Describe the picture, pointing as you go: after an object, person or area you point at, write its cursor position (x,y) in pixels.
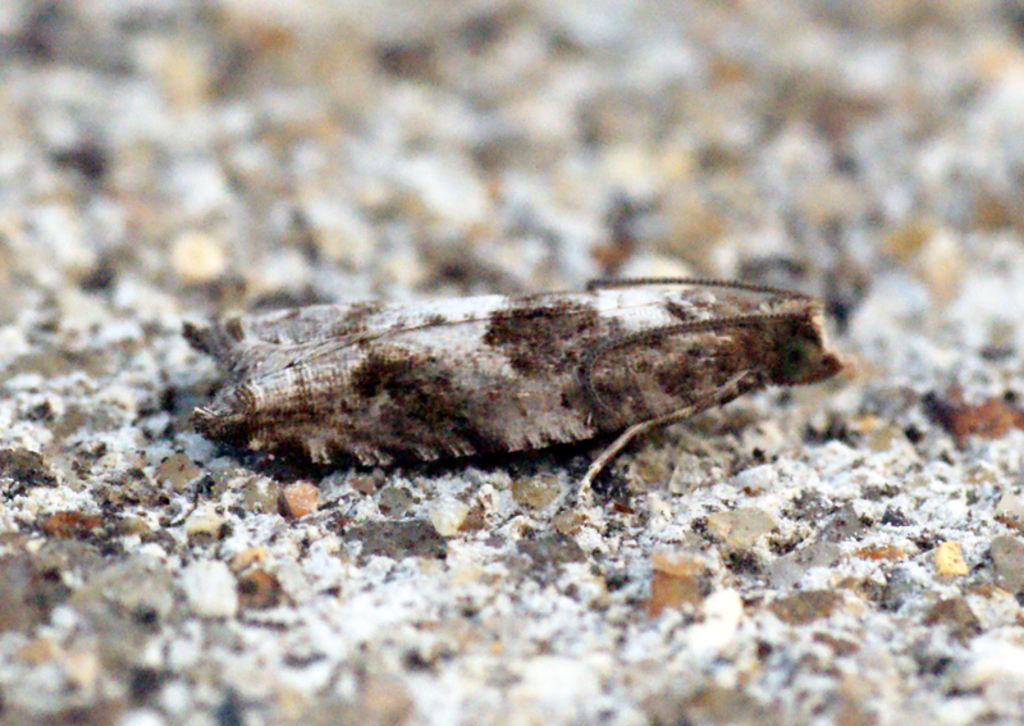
Here in this picture we can see an insect (525,299) present on the ground (576,468) over there.
